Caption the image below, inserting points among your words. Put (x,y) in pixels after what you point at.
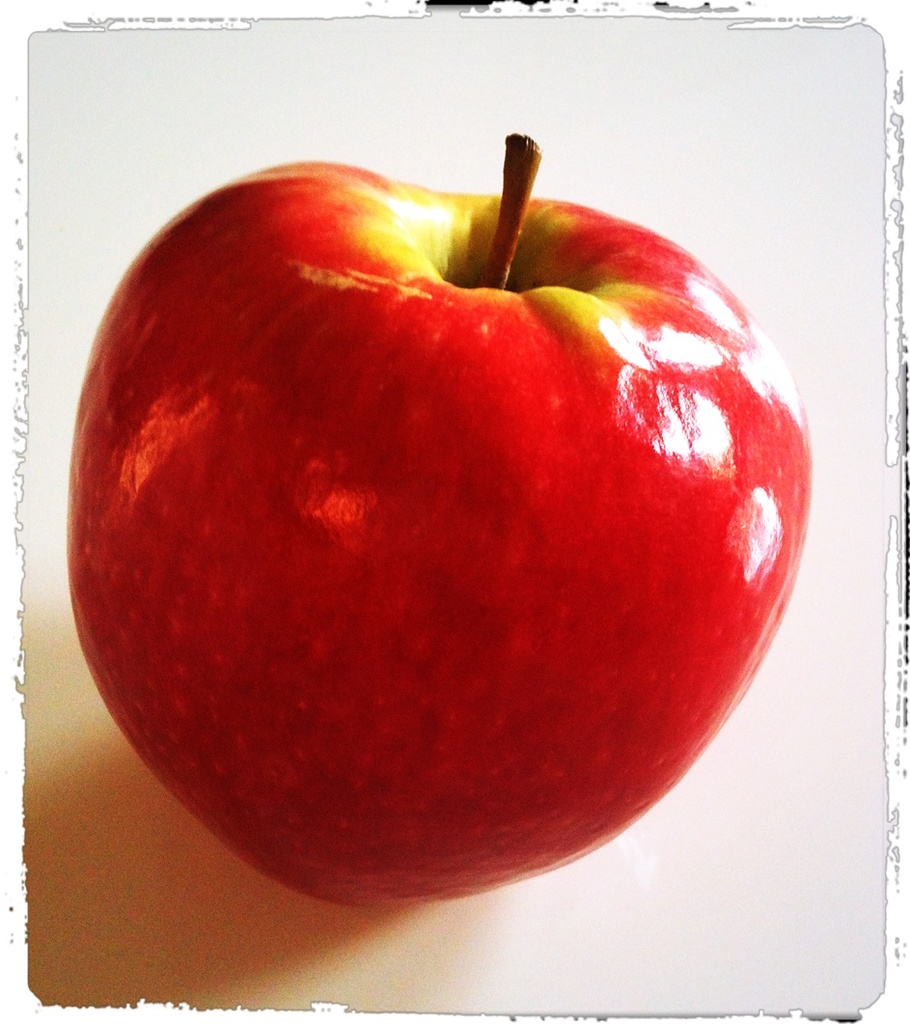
In this image I can see an apple (255,826) on the floor (561,915). This image looks like a painting.
